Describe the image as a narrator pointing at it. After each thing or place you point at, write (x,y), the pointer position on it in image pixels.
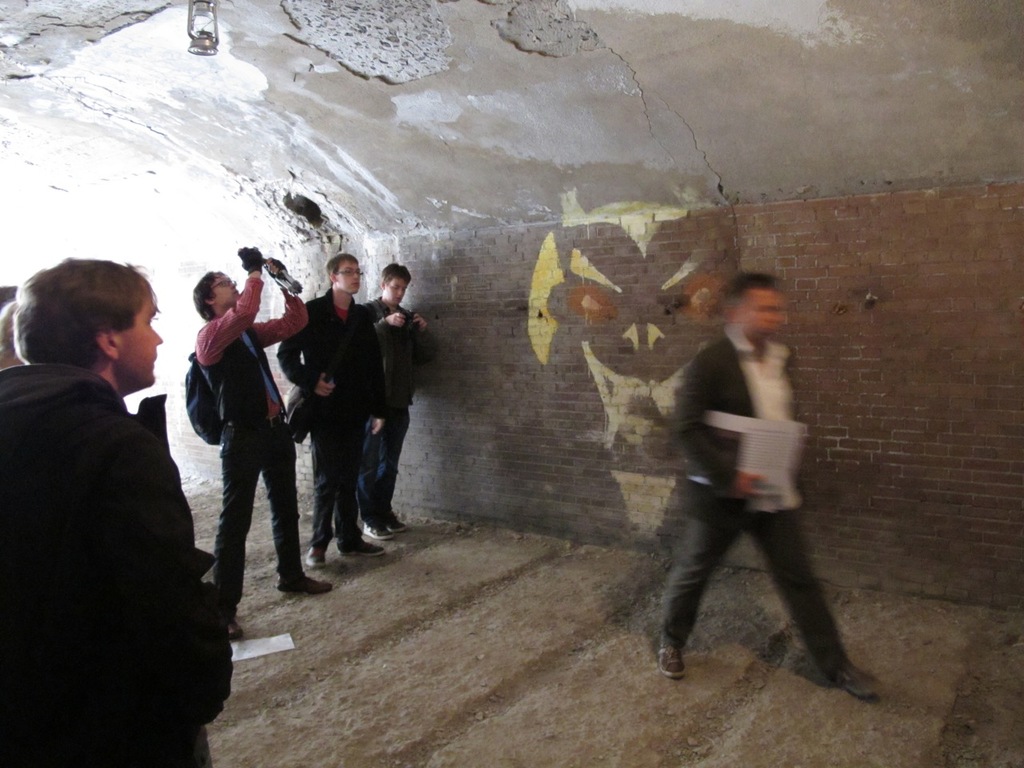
In this image we can see some persons (721,463) and other objects (774,498). In the background of the image (485,235) there is a wall (572,323) with a painting (603,286). At the top of the image (350,131) there is the roof (556,25) with lamp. At the bottom of the image (695,721) there is the floor (780,721).
